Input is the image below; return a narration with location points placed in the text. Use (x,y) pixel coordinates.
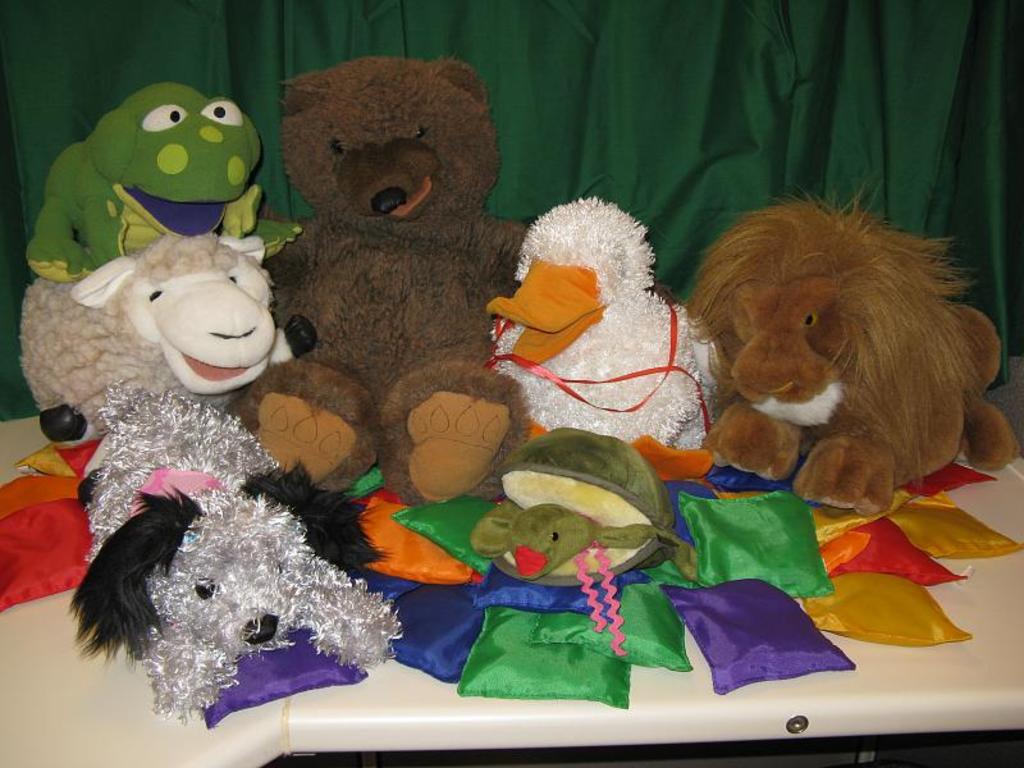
In the background (655,94) portion of the picture we can see a green cloth (573,85). We can see different toys (766,340) on a platform (986,655).
